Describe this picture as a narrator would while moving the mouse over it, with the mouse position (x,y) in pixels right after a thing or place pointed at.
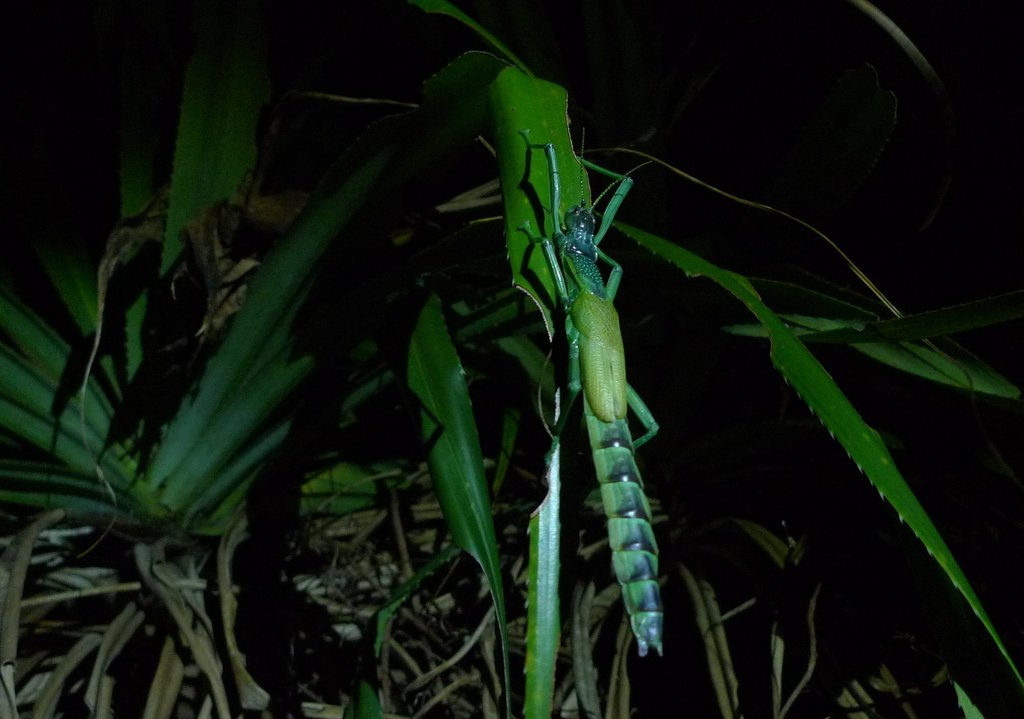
In this picture we can see an insect (631,469) in the middle of the image (573,268), and we can see few plants (217,451).
